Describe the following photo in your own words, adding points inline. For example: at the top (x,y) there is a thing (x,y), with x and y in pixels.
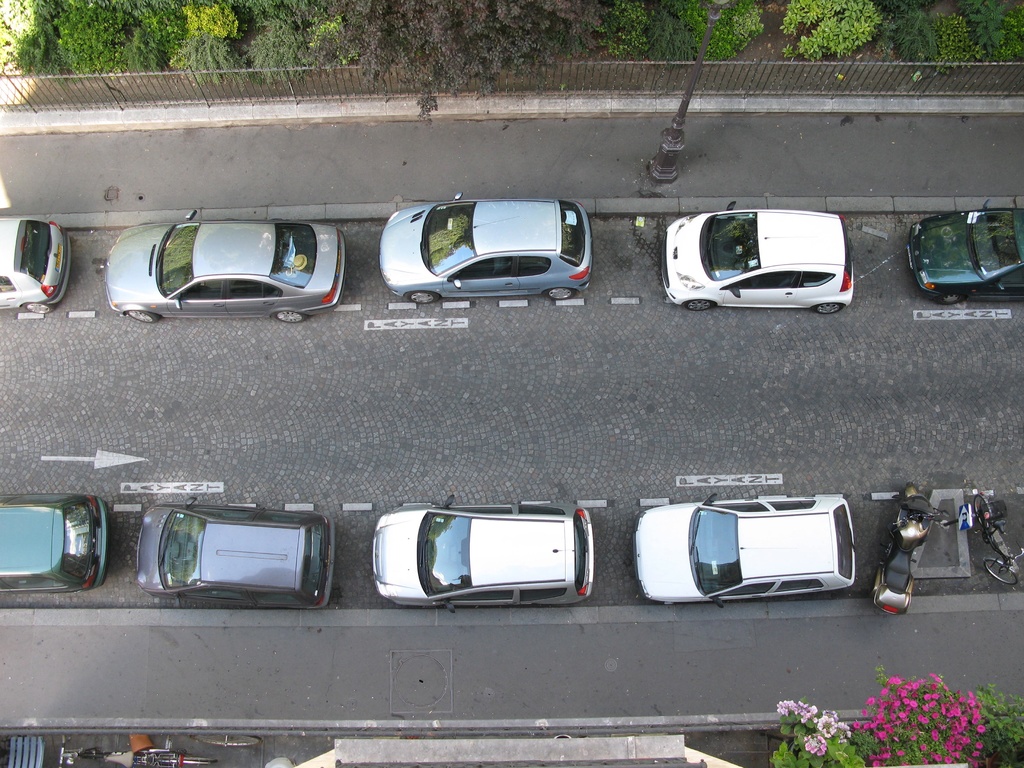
In the center of the picture (539,269) there are cars (412,286) parked on the road (282,483). At the bottom (841,733) there are plants (972,748), flowers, bicycle (153,748) and footpath (269,671). At the top (340,21) there are trees (707,54), streetlight (687,108), railing (128,101) and footpath (531,124).
